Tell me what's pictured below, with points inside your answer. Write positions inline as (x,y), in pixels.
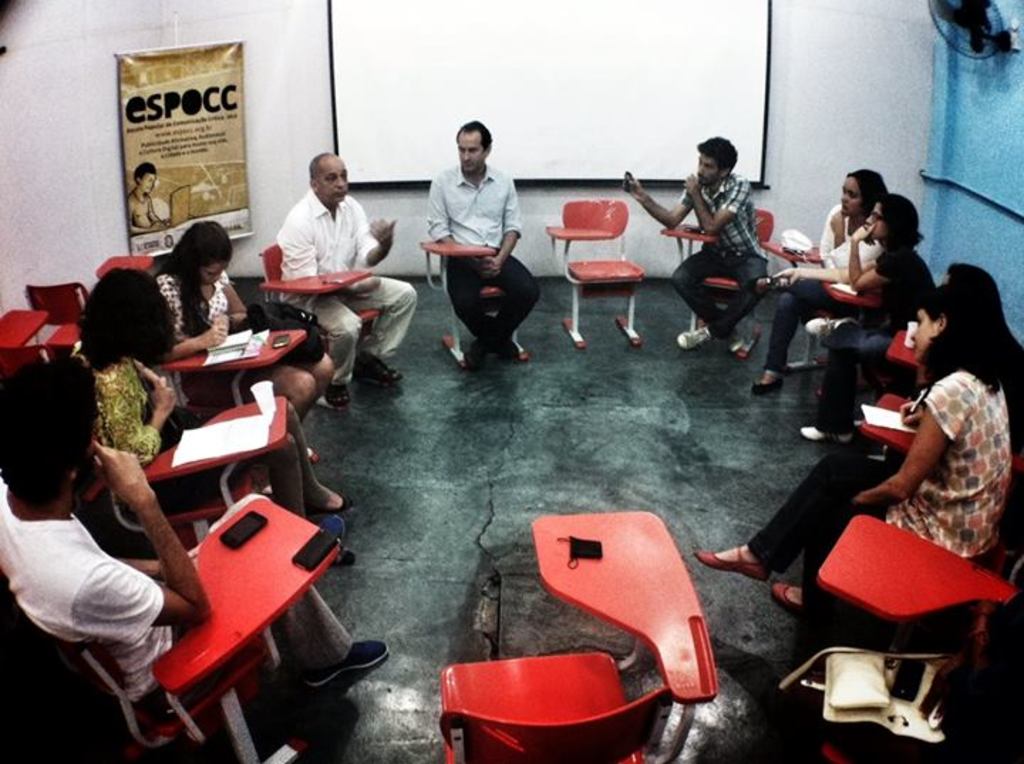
In this picture we can see some persons (515,238) are sitting on the chairs (270,571). This is floor (552,396). There is a banner (200,149). On the background (281,173) there is a wall (296,22) and this is screen (617,162).
